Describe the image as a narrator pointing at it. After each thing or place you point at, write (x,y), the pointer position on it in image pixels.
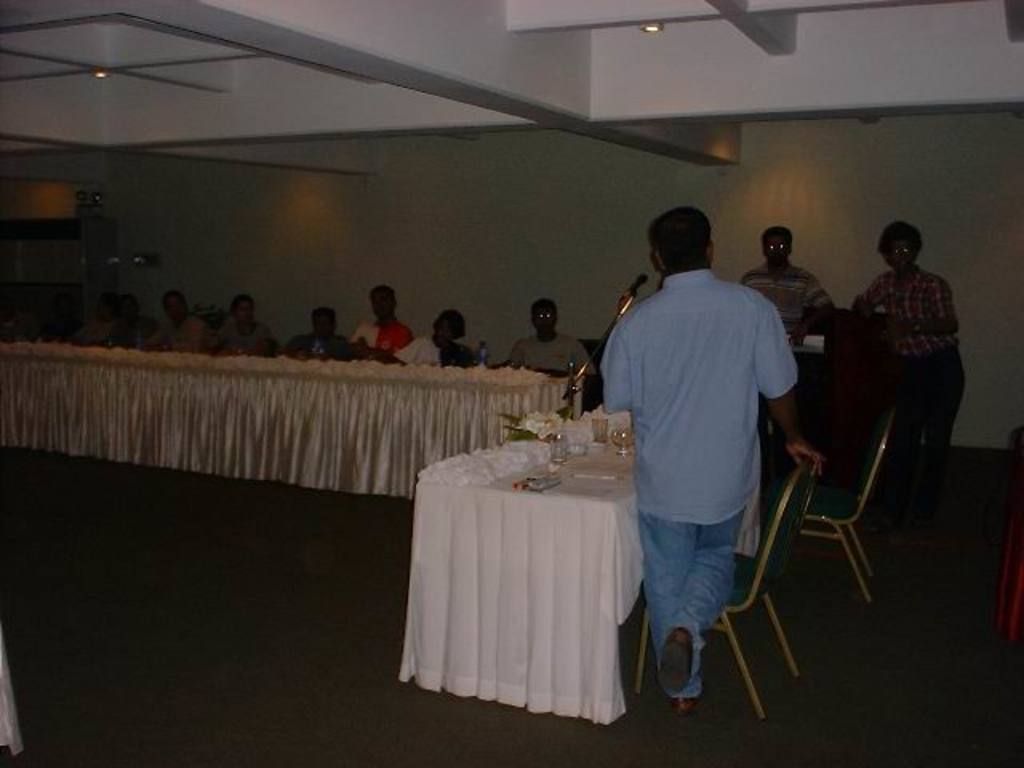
There are many people (376,324) sitting. Also some people (697,321) are standing. There are many chairs (827,518) and tables (386,375). On the table (566,551) there are some cloth (472,496) also there are some glasses (605,427) and some other items (523,423). In the background (560,222) there is a wall (643,194). Also there is a mic stand (571,395).
